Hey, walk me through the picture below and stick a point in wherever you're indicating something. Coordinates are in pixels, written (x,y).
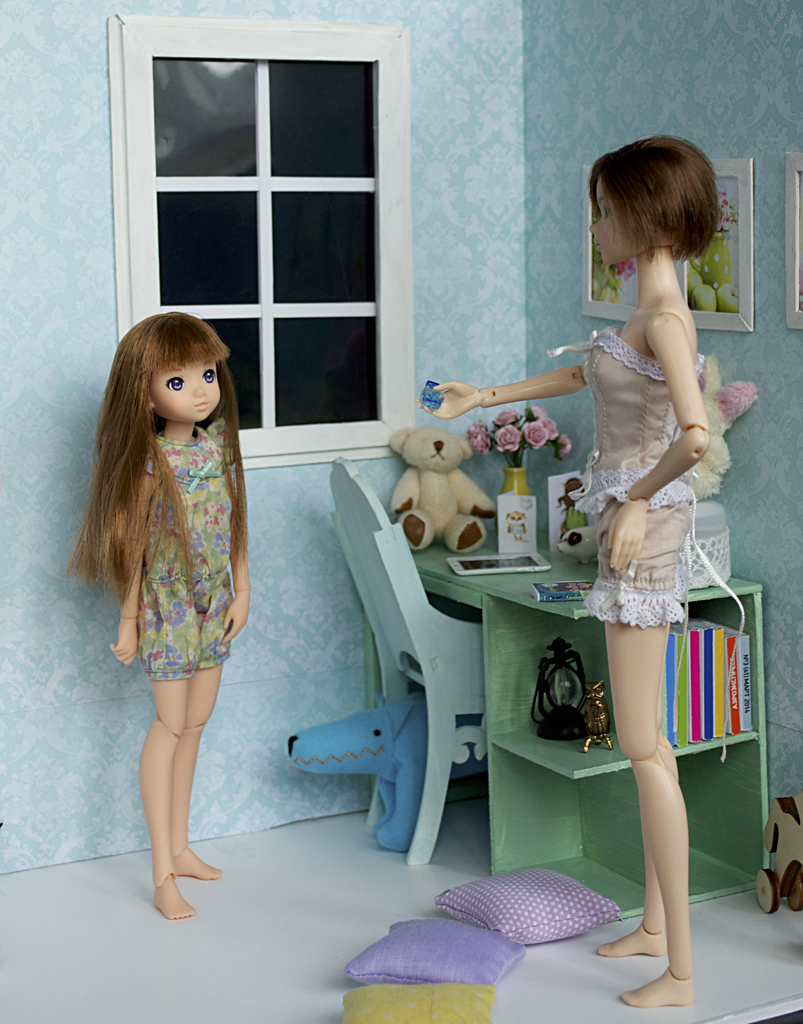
On the right side of the image (656,810) we can see doll (670,802), teddy bear (417,511), flower vase (507,469), table (574,607), books (570,598), tablet (543,566), chair (352,527), photo frames (730,319) and pillows (458,972) on the right side (744,176). On the left side (156,385) we can see girl (153,410) on the floor (188,931). In the background (386,159) we can see windows (293,171) and wall (546,98).
